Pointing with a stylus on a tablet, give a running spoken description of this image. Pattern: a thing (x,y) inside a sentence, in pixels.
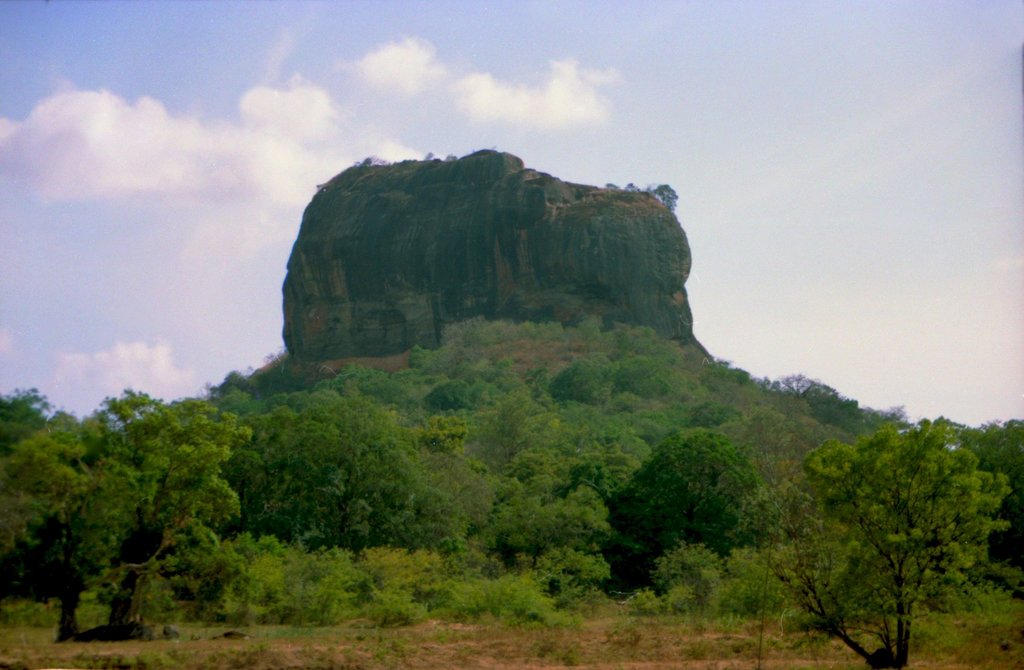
In the picture we can see, full of plants (526,555) and trees (1015,577) and behind it, we can see a rocky hill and in the background (246,221) we can see a sky (422,152) with clouds (108,133).
